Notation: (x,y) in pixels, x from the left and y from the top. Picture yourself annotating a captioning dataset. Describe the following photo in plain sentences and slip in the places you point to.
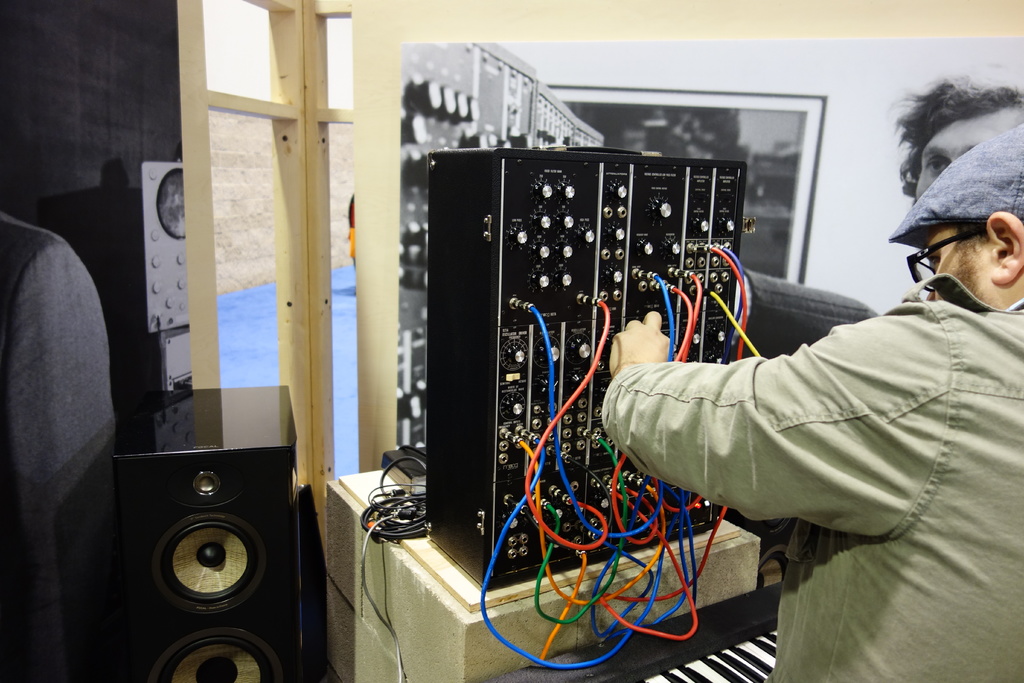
In this image I can see a person (860,507) wearing green colored dress (893,518) is standing and holding an object (495,389). I can see few colorful wires (549,370), few electronic devices (600,364), a speaker (177,494) and in the background (836,125) I can see the cream colored wall (717,17), a poster (710,65) attached to the wall (755,6) and the window (274,242).
